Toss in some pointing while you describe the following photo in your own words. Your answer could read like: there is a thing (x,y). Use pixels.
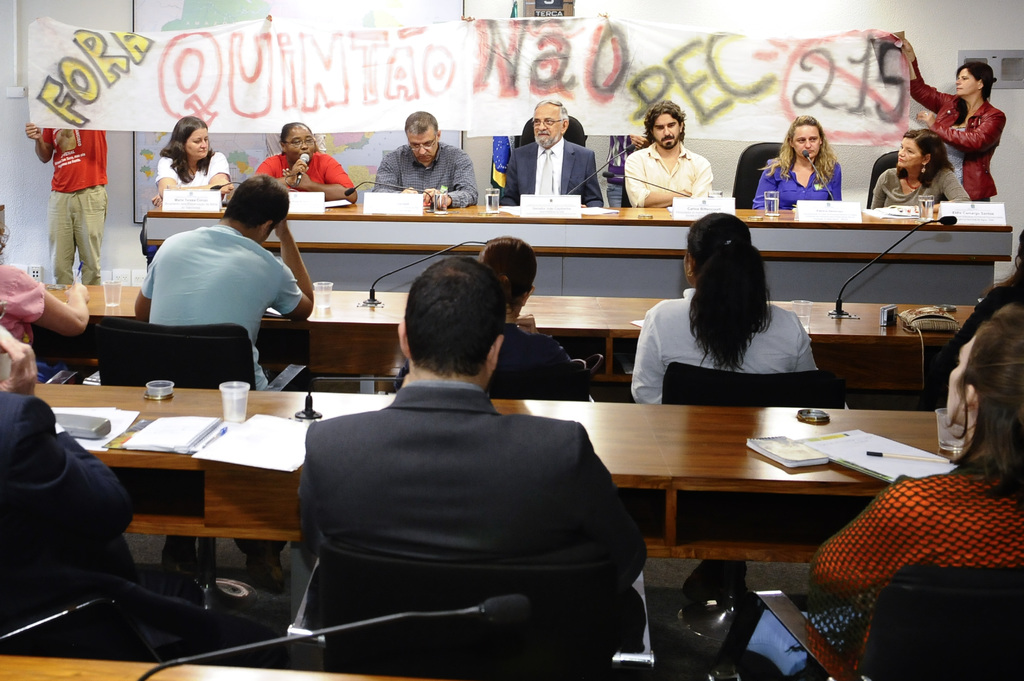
In this image we can see many people (246,282) are sitting on the table (882,492). And we can see one woman (331,173) giving a speech. And we can see the books (792,448) on the table (181,395). And we can see the glass (230,397) on the table (217,395). And in the background (125,95) we can see the banner (242,80) with written text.
